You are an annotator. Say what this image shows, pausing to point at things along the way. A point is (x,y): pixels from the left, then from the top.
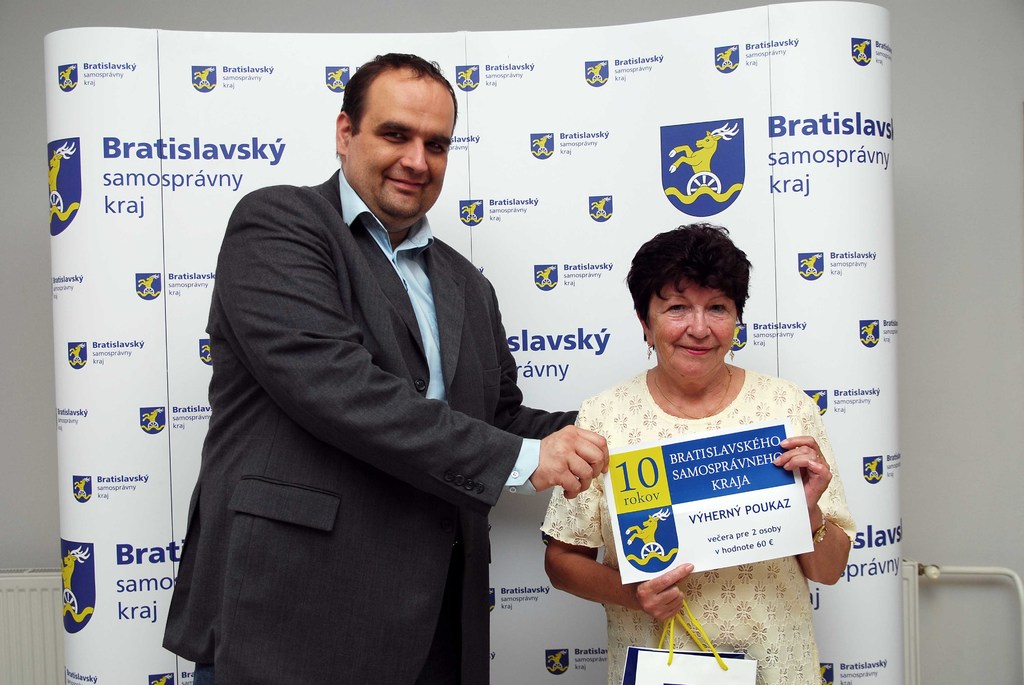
There are two people (808,486) standing and holding a poster (709,533) and this woman (677,644) holding a bag (684,662), behind these two people (395,154) we can see banner (640,114). In the background (11,462) we can see wall (37,180).
